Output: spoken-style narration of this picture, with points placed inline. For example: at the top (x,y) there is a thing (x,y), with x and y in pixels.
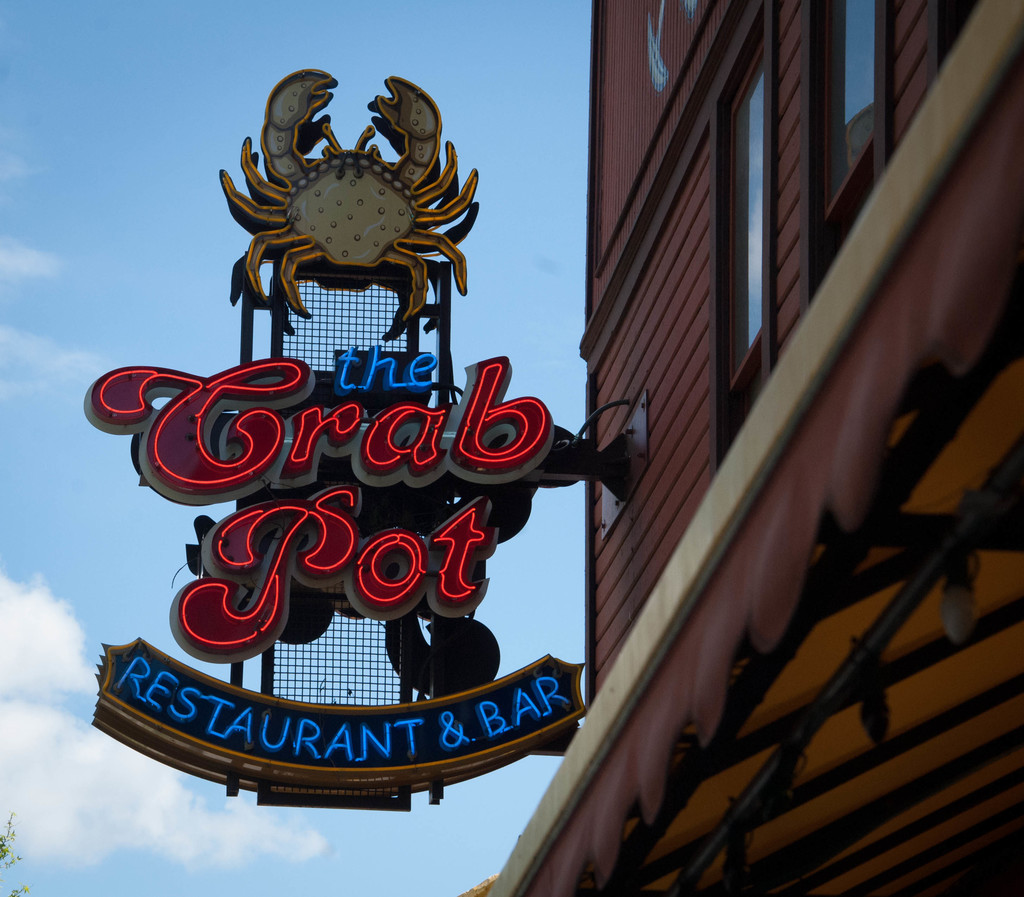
There is a building (831,261) which is having glass windows (744,275) and a hoarding (288,629) which is attached to the wall (640,455). In the background (60,838), there is a tree (0,846) and there are clouds (235,829) in the blue sky (171,79).
